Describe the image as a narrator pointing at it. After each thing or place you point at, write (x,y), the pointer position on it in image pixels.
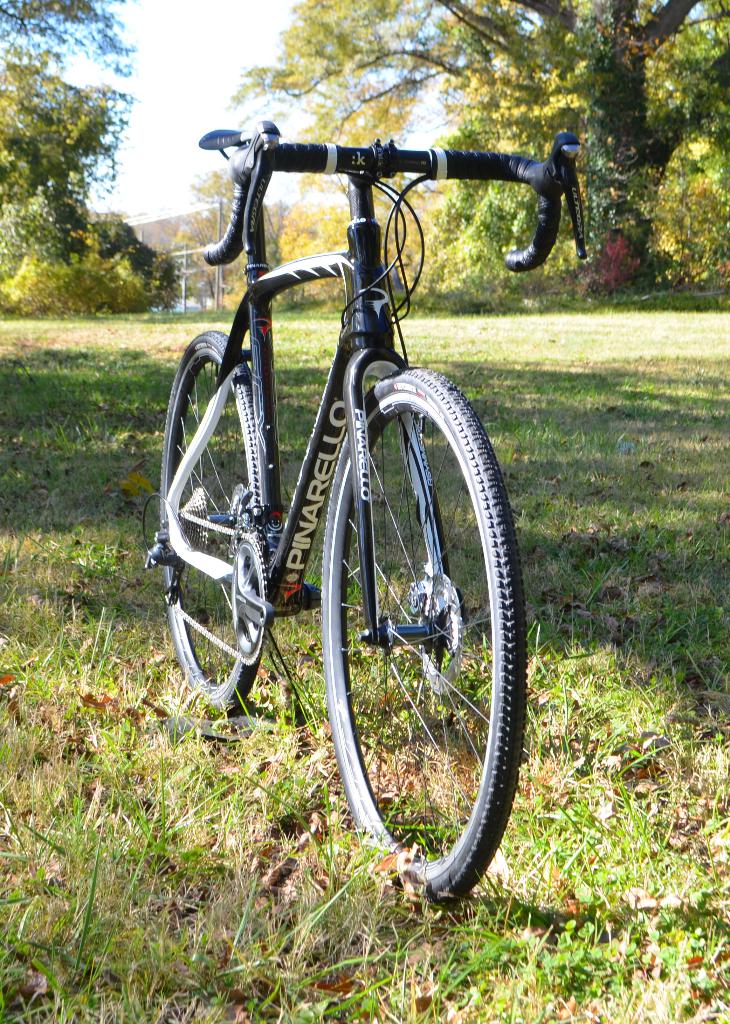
In the foreground of this image (354,468), there is a bicycle (247,518) on the grass (205,788). In the background (379,52), there are trees (455,66), a building (167,229) and the sky (184,31).
